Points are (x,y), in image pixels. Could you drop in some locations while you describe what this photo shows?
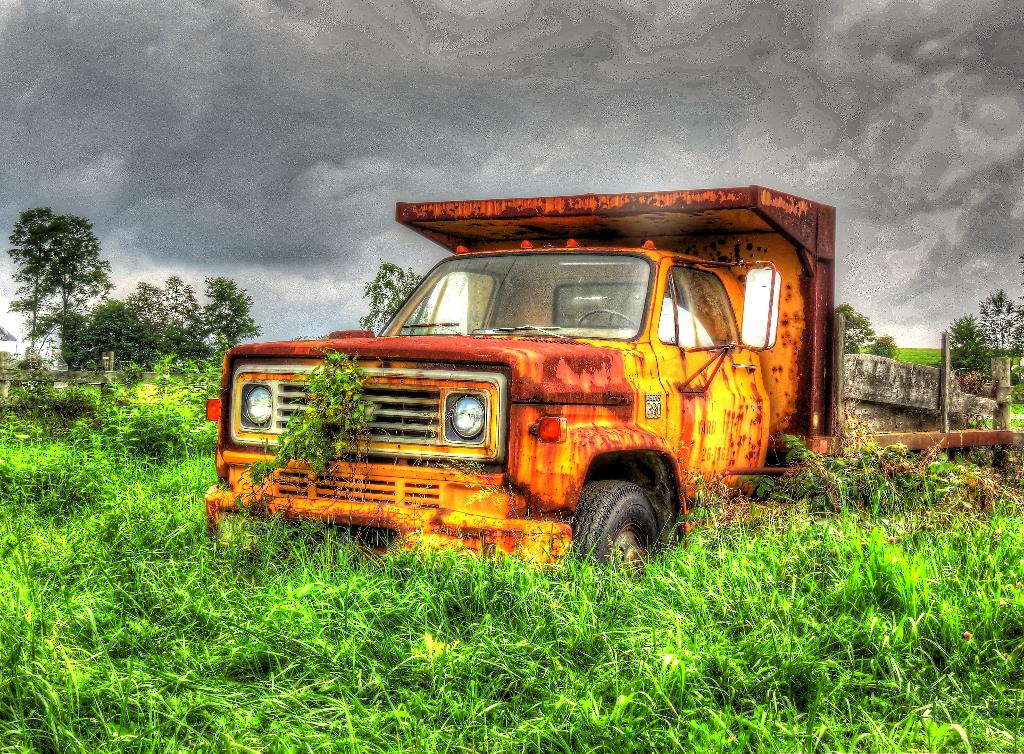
In this image we can see there is a vehicle (503,429) on the surface of the grass (410,573). In the background (220,322) there are trees (220,322) and sky (265,140).
